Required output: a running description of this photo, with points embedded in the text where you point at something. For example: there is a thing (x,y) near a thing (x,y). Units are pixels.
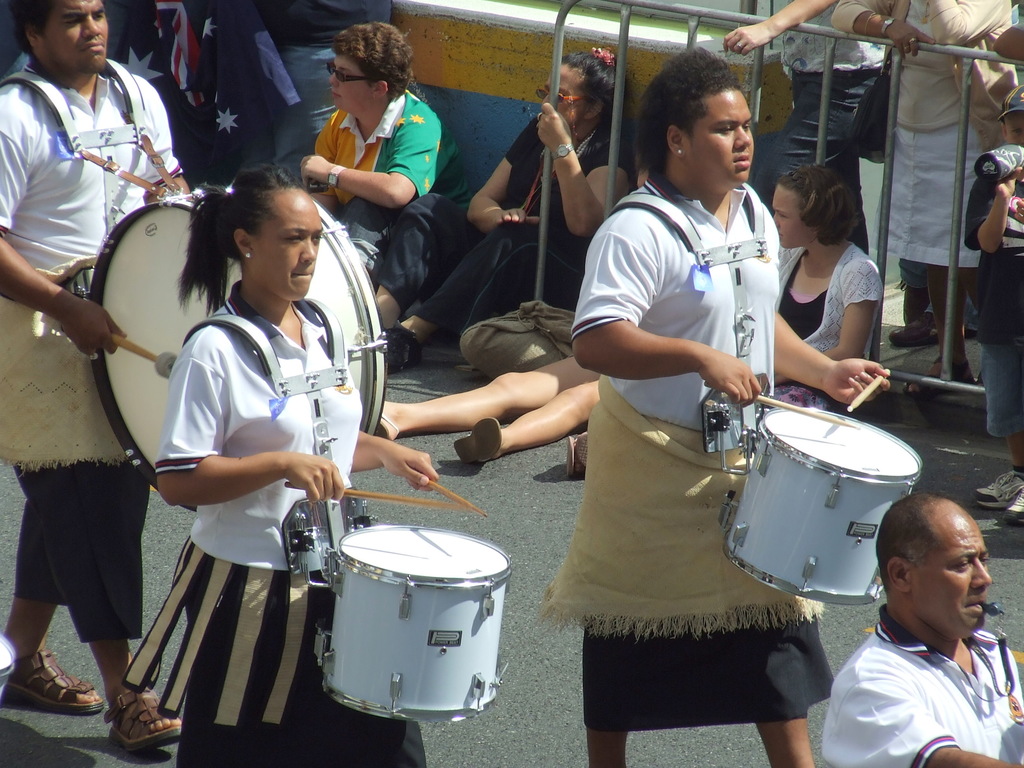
This image is taken in outdoors. There are many people (482,391) in this image. In the left side of the image (144,506) a man (109,718) is walking on the road (42,730) holding a drums (112,276) in his hands (106,318). In the middle of the image (343,410) a woman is playing a drums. In the right side of the image (725,148) a woman (597,531) is walking on the road (664,757). At the background (855,337) there are few people (456,176) sitting on the road (513,745), there is a railing (615,50) and a flag (212,62).
